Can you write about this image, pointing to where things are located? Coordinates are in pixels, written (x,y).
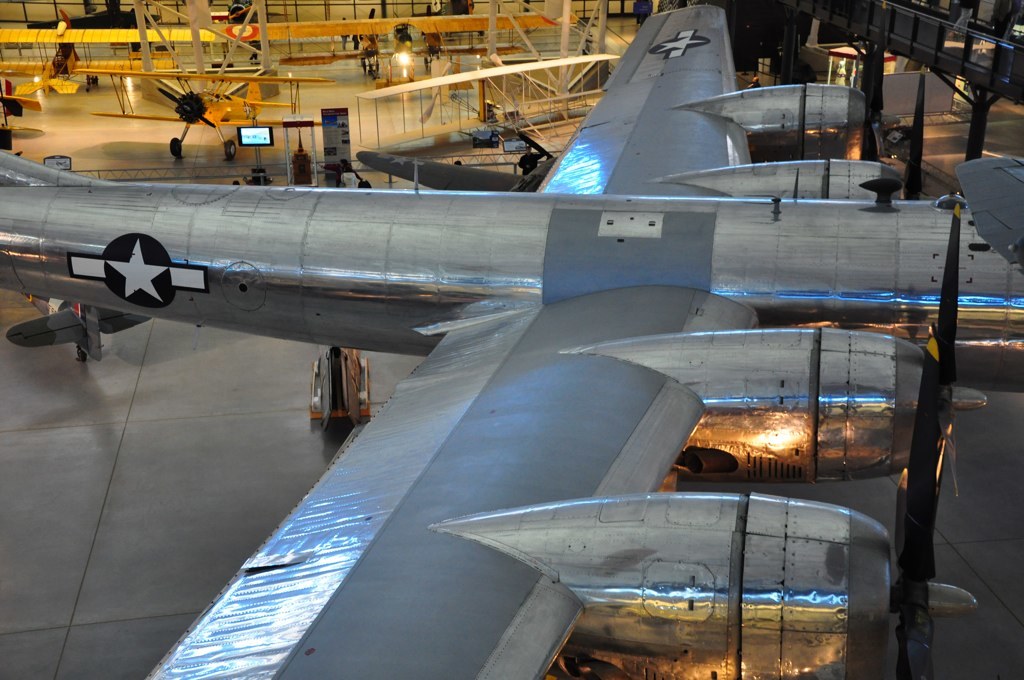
In this picture I can see a plane (629,392) on the surface (295,498), behind we can see few planes (208,75) and also I can see few people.
